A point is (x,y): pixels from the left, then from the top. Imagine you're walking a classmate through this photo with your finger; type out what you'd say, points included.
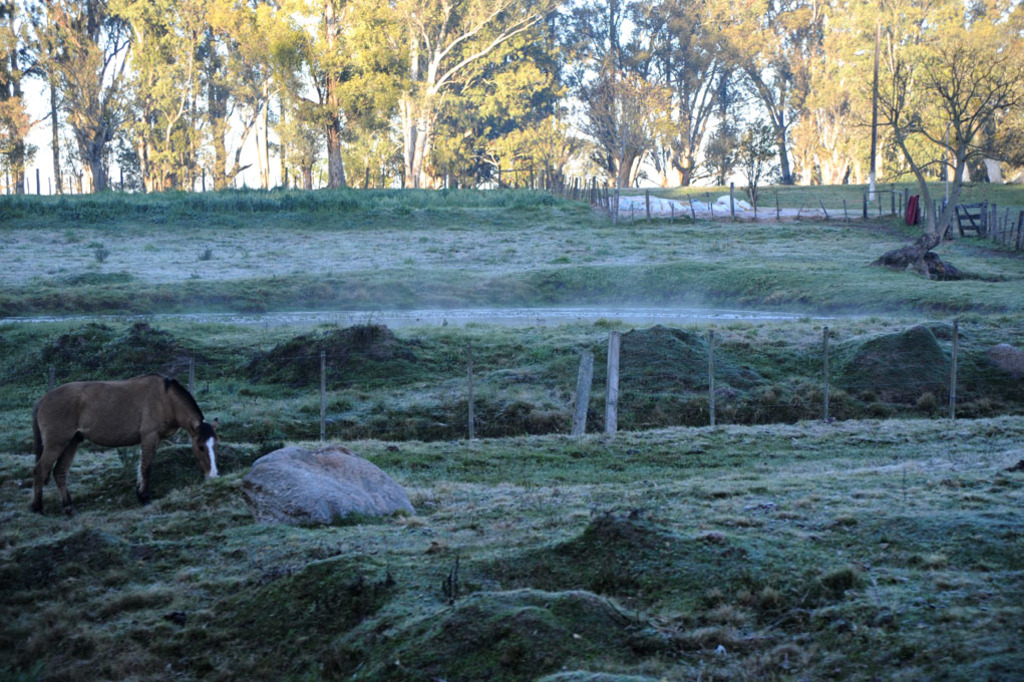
In this image I can see an open grass ground (430,417) and on it I can see a horse (205,446) is standing. In the background (478,143) I can see number of trees (218,145) and number of poles (947,208).
